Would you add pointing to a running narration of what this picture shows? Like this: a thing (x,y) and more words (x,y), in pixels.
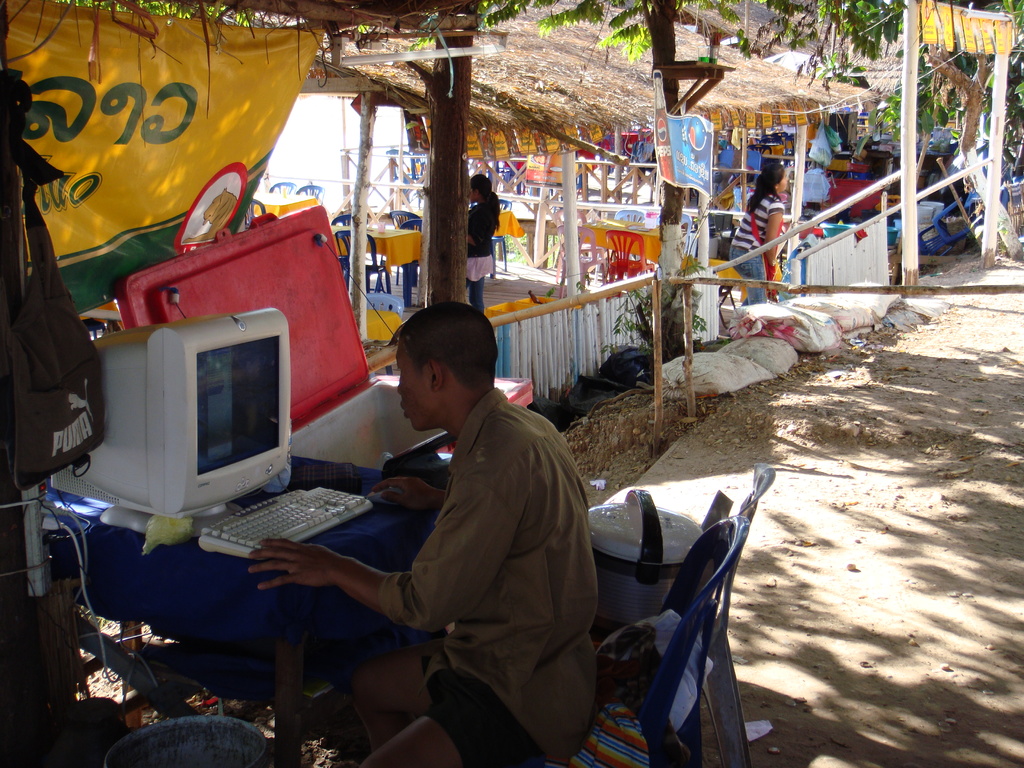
In this image I can see a man (475,428) is sitting on a chair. I can also see a table (194,607) and on it I can see a keyboard (267,526) and a monitor (261,470). I can also see few trees (833,25), few boards (62,32), number of chairs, tables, few people (762,226) and on these boards (670,129) I can see something is written. I can also see few other things (55,618) over here.
